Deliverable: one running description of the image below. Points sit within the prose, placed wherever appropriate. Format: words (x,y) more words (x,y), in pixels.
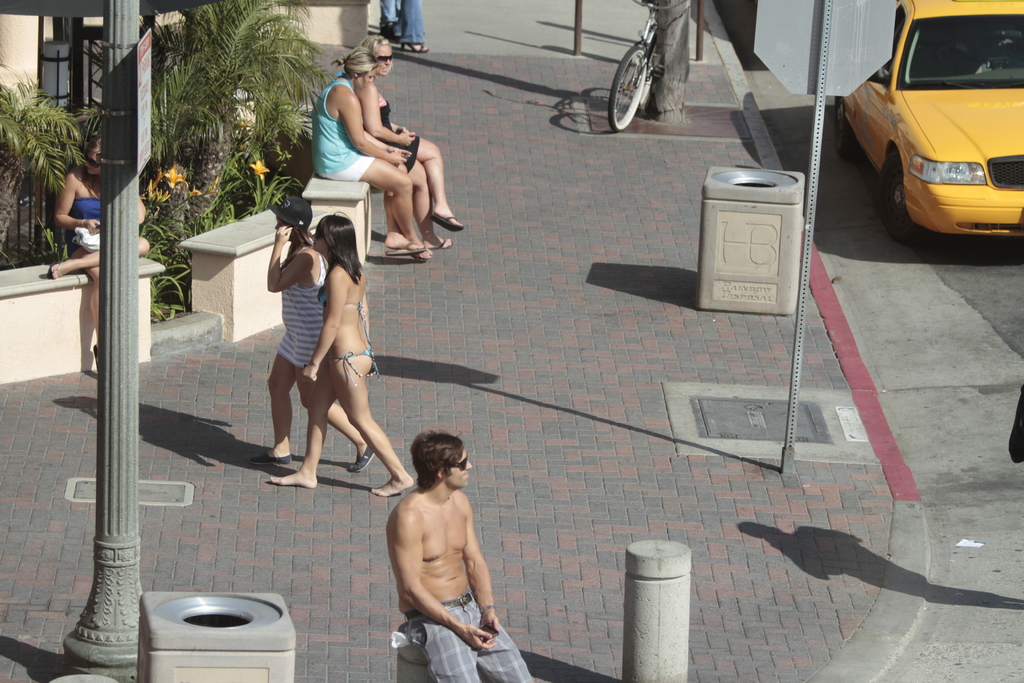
In this picture I can see few people (491,611) are sitting and couple of women (318,410) walking and I can see a bicycle (636,48) and a car (951,93) parked. I can see couple of dustbins (239,658), poles (135,551), few plants (175,153) and a board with some text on the side walk (245,390).
